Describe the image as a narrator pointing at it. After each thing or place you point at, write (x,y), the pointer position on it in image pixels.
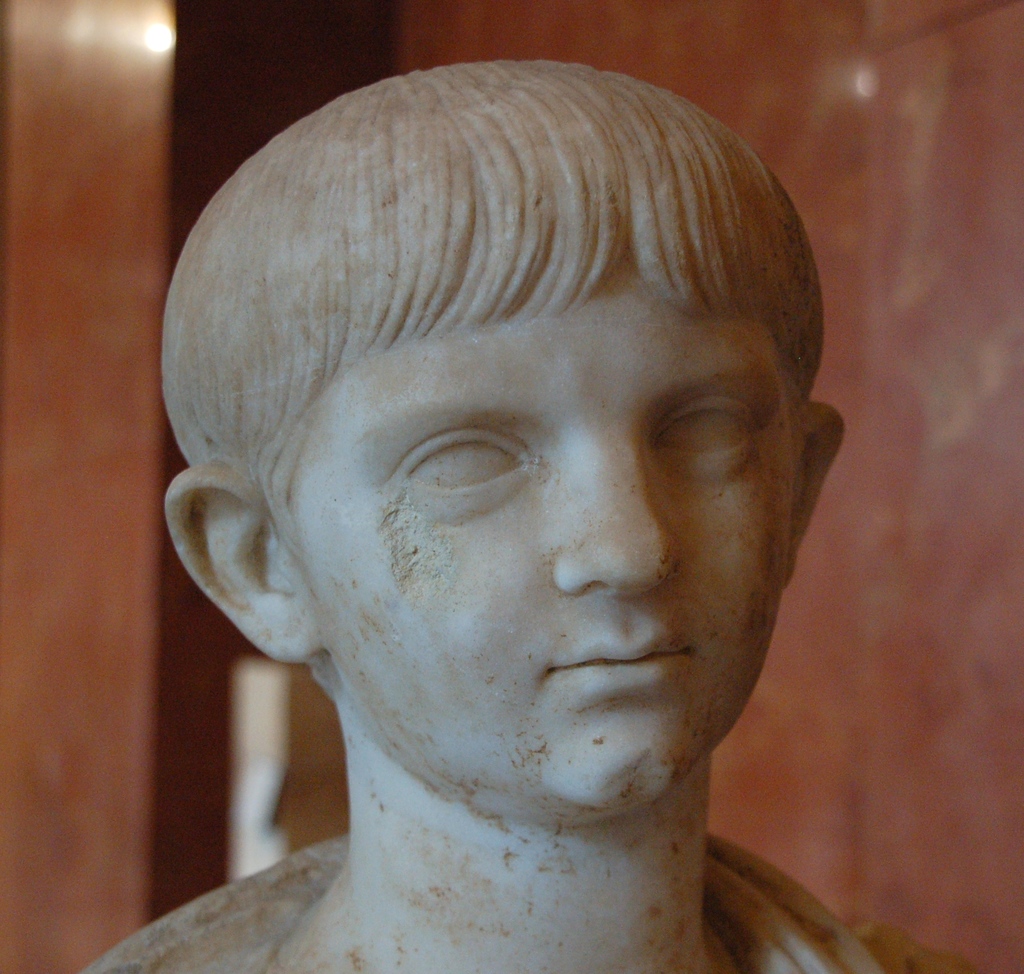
In this picture we can see a person statue (598,885) and in the background (45,934) we can see a wall (48,825).
